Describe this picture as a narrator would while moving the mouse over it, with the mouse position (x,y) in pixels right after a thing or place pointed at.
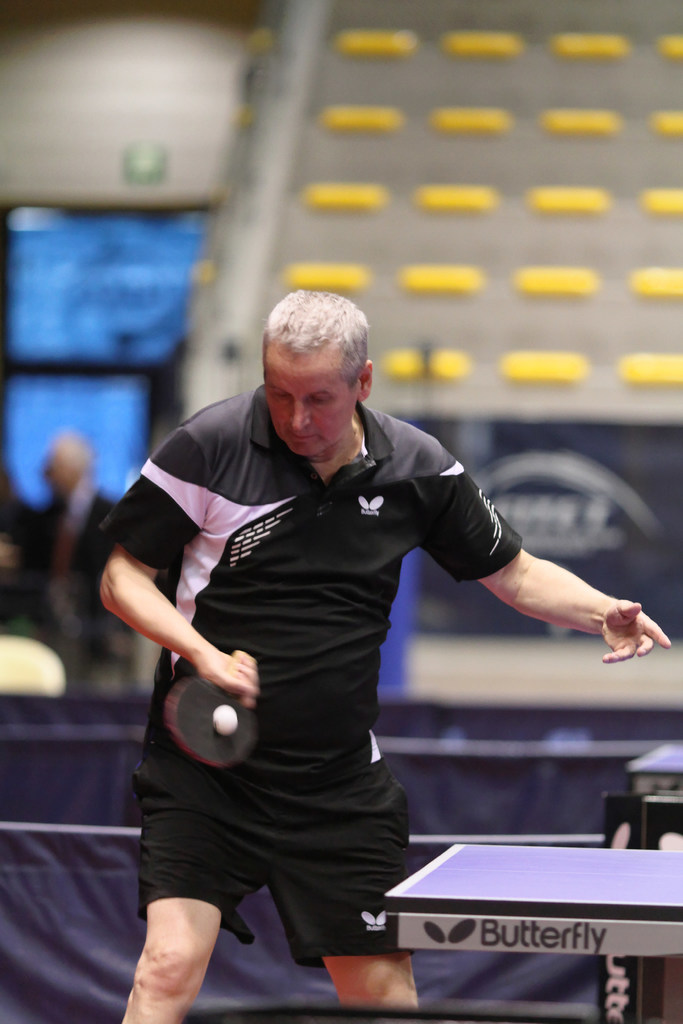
In the foreground (172,1005) a person (265,335) is standing and playing table tennis in front of the table (413,908) which is visible half. In the background (73,439) a person (73,439) is standing and fence (546,758) is visible and seats (441,366) are visible. This image is taken inside a indoor hall (469,656).
